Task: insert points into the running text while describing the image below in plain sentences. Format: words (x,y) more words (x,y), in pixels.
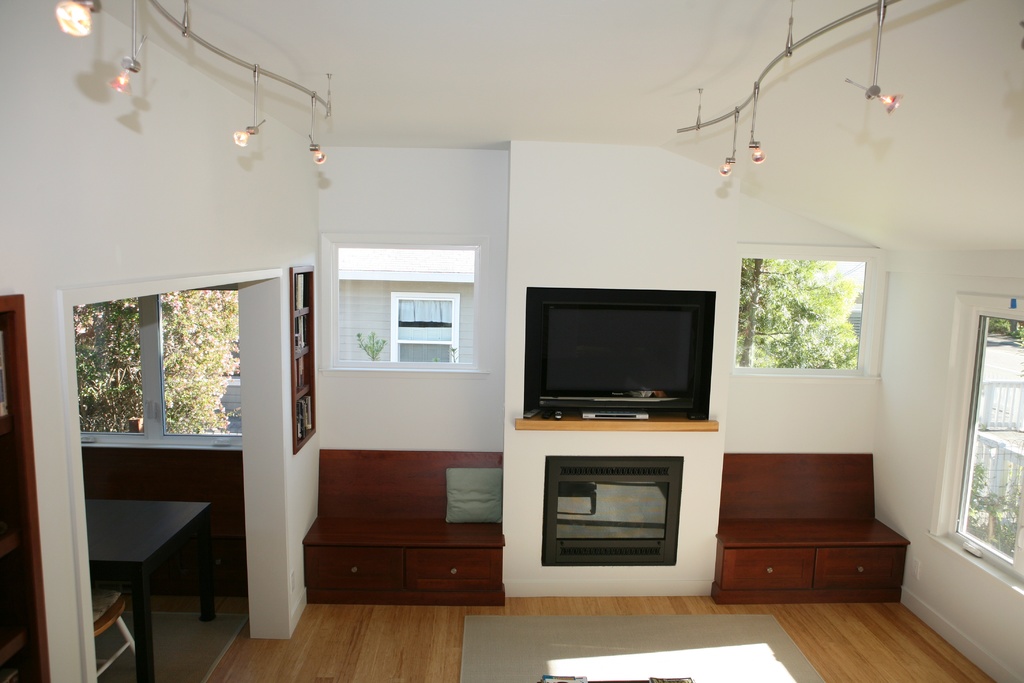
In this image I can see the inside view of a building (522,45) and I can see a table (200,564) on the left side of this picture (123,569). In the front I can see the drawers (431,567), a TV (690,398) and the floor (288,667). In the background (153,331) I can see the windows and the lights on the top of this picture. Through the windows (439,326) I can see a building (439,326) and the trees (838,338).
